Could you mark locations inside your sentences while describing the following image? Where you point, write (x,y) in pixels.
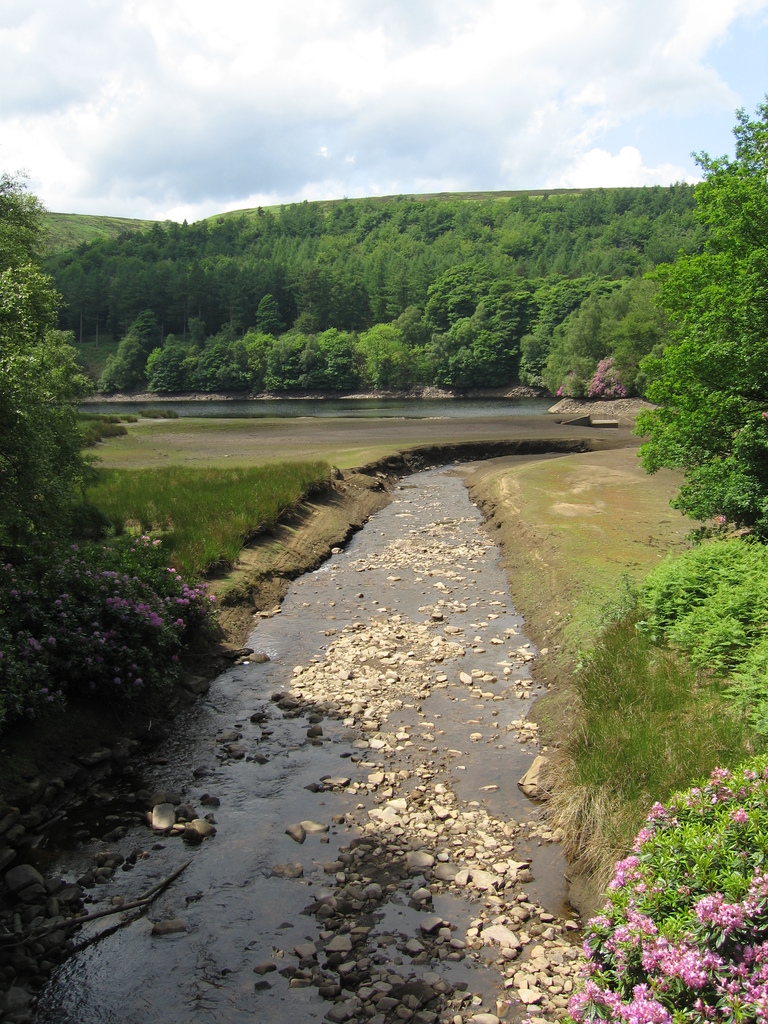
In this image we can see some plants (614,980) with flowers (704,1009) and grass (172,433) on the ground (637,406) and there are some stones (432,521) in the water (151,934). We can see some trees (357,270) and hills (117,232) in the background (574,214) and there is a sky (322,46) with clouds (675,45) at the top (281,105).
